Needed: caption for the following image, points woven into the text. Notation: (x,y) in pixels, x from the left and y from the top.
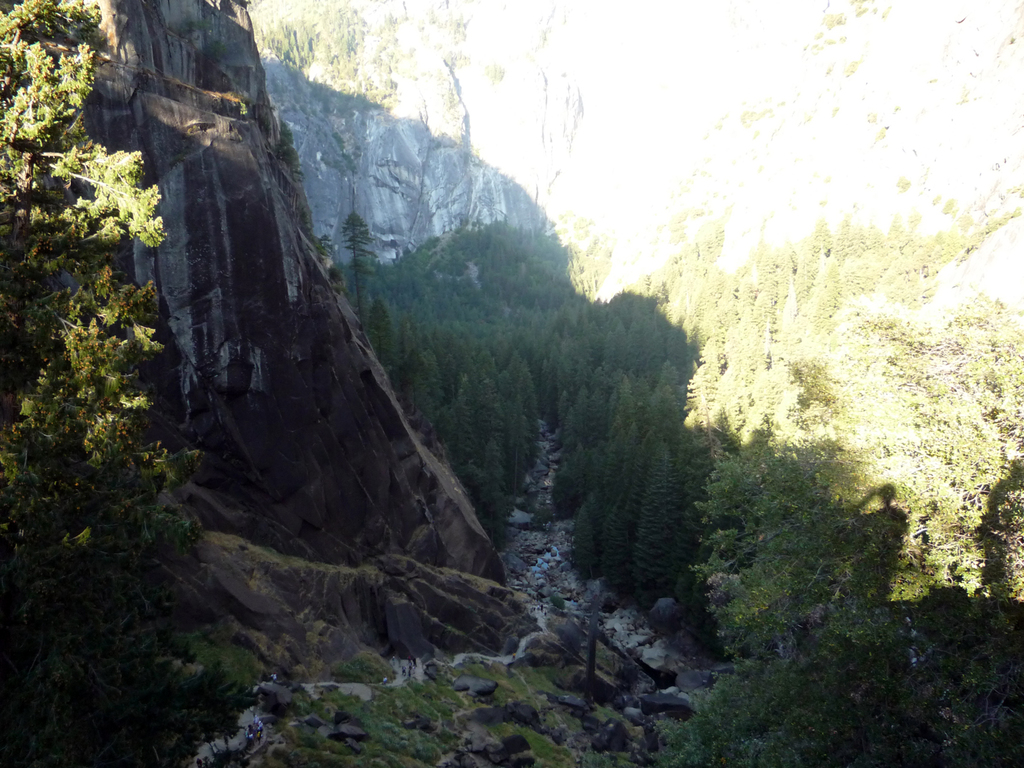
This picture is clicked outside. In the foreground (377,728) we can see the green grass (395,739), plants (12,404), trees (178,715) and the rocks (531,650) and some other objects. In the background (670,177) we can see the trees (785,367) and the rocks (466,172).
